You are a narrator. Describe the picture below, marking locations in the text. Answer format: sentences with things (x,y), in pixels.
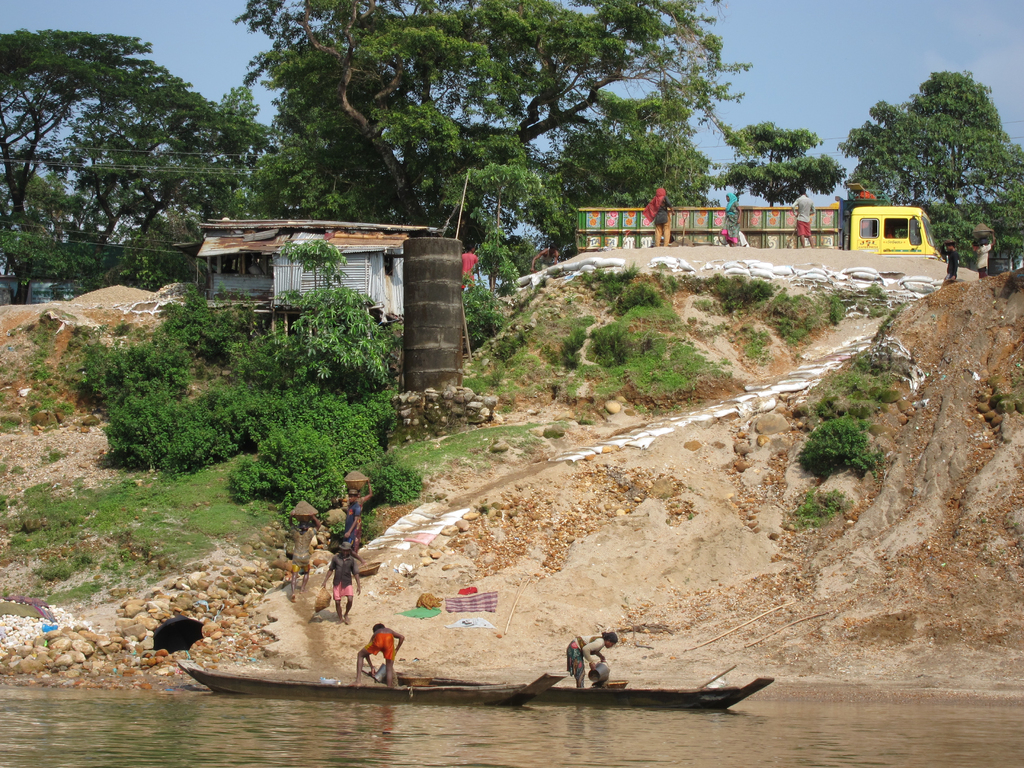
At the bottom of the image (332,730) there are boats (566,702) on the water (610,719) and we can see people (580,648) standing in the boats (534,681). In the background (879,242) there are people (306,572), shed (261,239), vehicle (610,234), trees (586,157) and sky (901,77).
